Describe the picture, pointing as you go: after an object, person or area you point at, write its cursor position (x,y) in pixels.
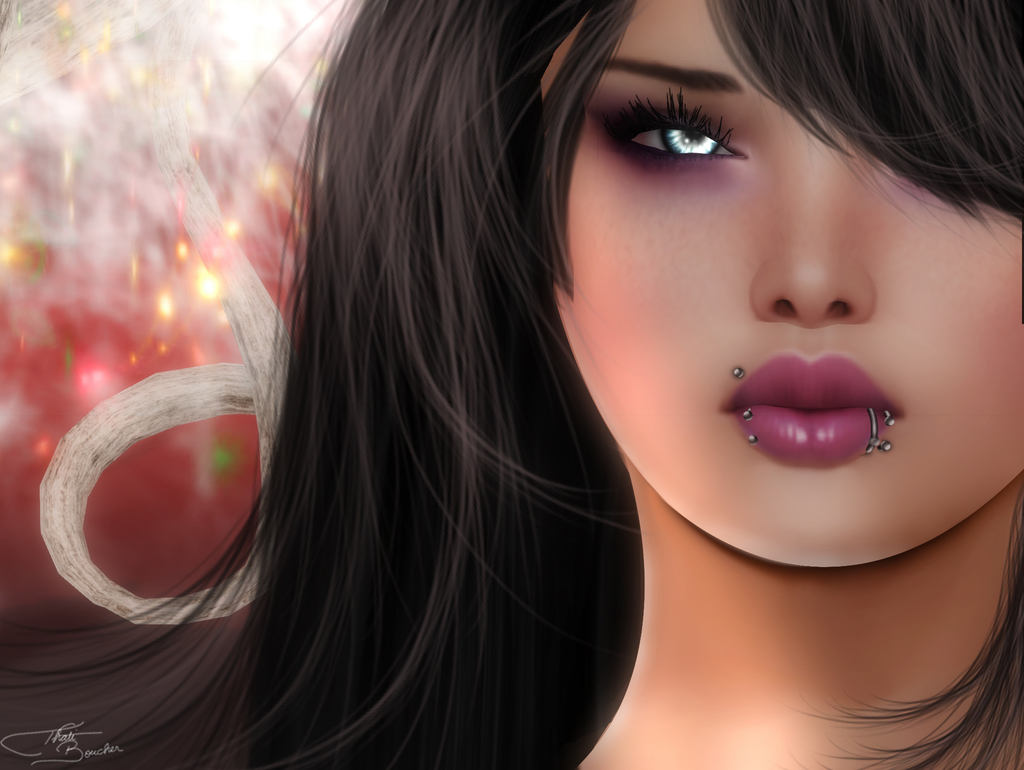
In this image there is a digital art of a girl (615,398).
